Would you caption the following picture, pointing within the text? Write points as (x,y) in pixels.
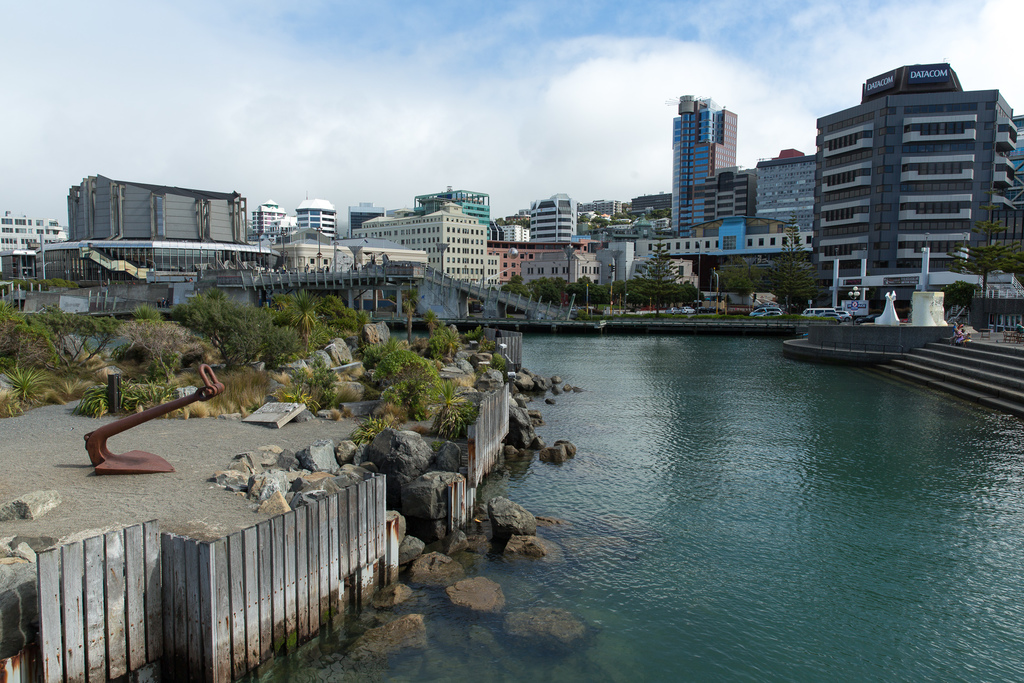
In this image I can see water (753,575), few stones (435,471), trees (413,392) and grass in green color. Background (821,184) I can see few buildings (776,205) in white, gray and blue color, few vehicles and the sky (467,123) is in blue and white color.
